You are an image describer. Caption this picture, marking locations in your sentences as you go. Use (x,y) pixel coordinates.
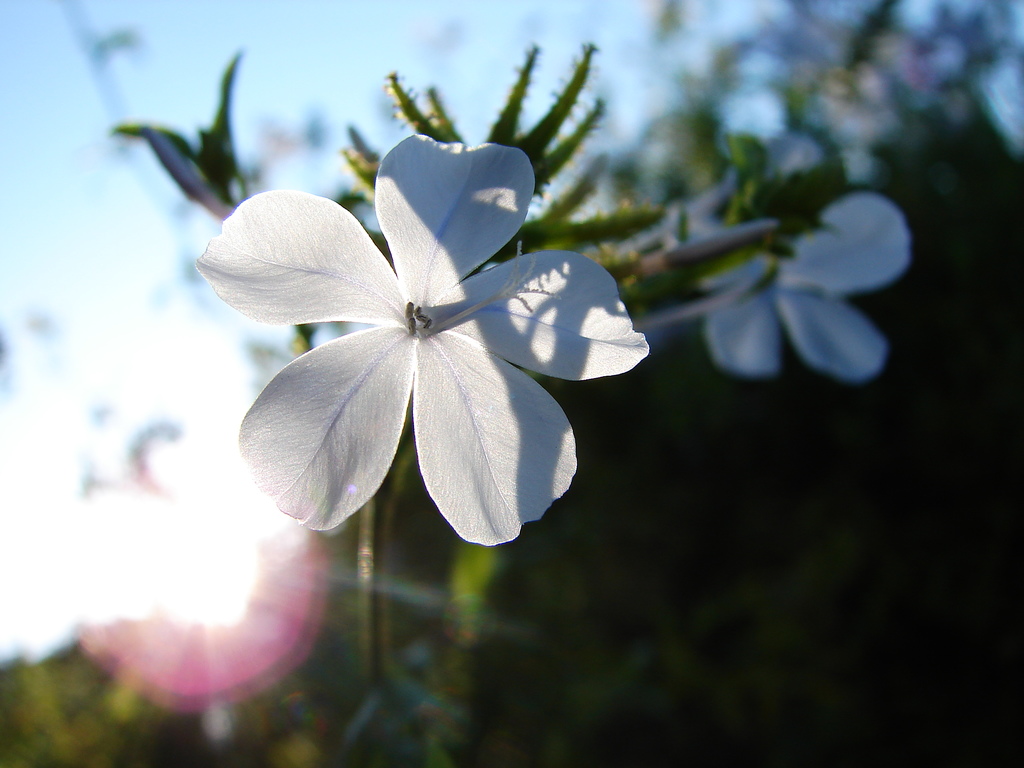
In this picture there are few flowers (582,292) which are in white color and the background (671,303) is greenery (501,602).
